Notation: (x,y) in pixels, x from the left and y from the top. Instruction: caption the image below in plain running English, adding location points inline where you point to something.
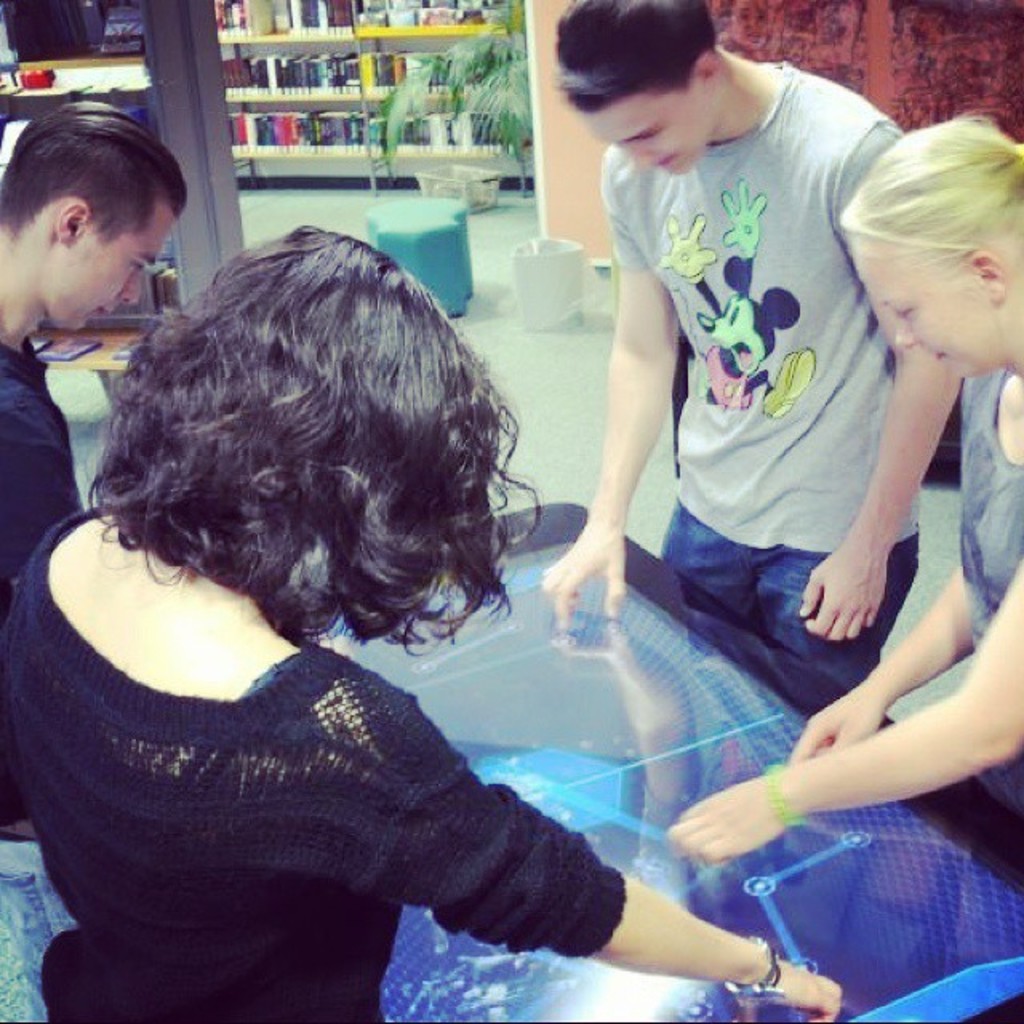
In this image four people (193,493) are standing around the screen (602,649). In the background (314,160) there is a book rack (315,140), plant pot (475,74), basket (443,178), stool (418,208), another rack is there.
